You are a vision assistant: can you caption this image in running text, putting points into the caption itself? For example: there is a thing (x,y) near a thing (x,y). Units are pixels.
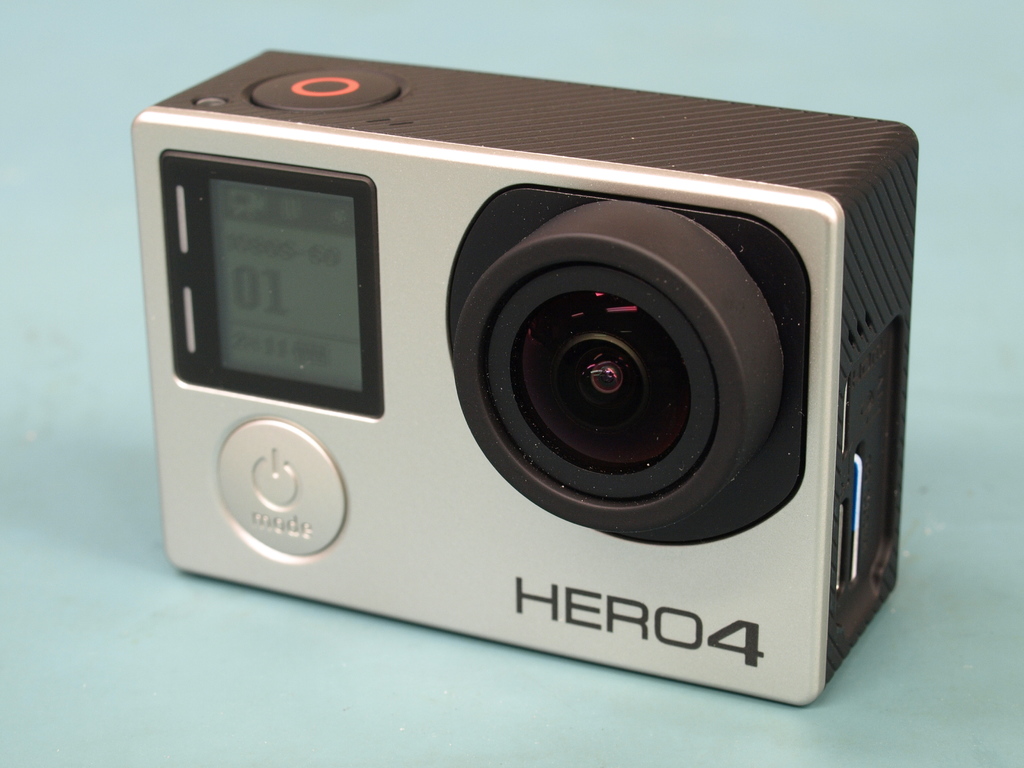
In this picture we can see an action camera (492,468) on an object (803,710).
